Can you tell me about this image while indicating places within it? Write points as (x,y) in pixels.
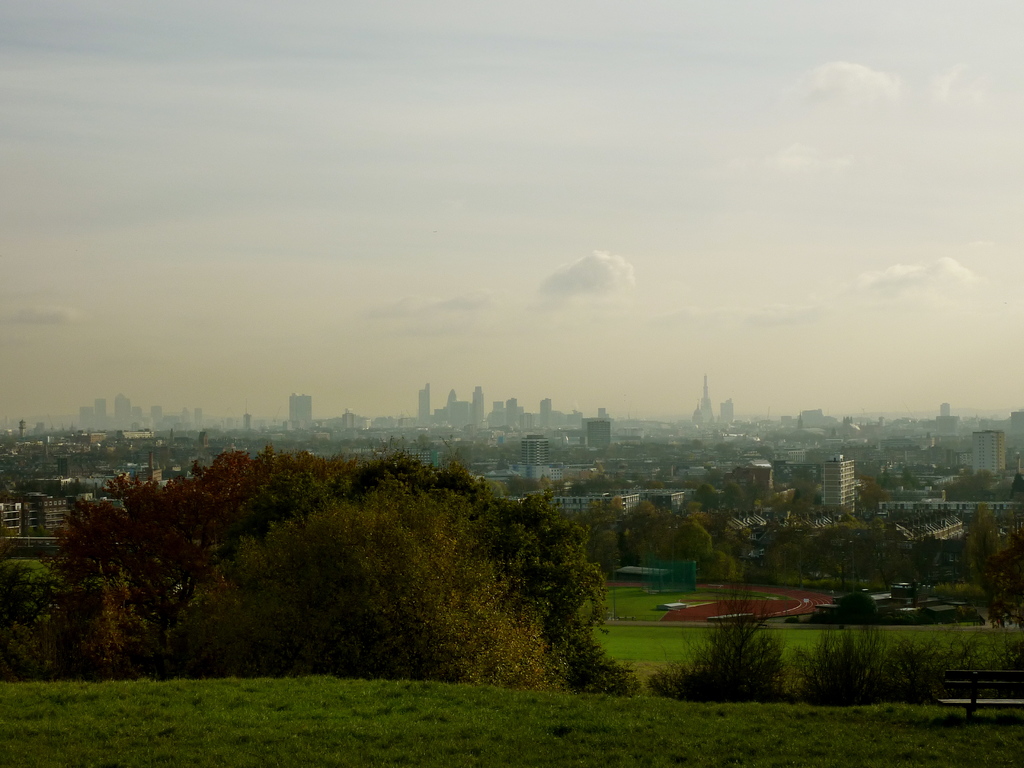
In this image I can see many trees (477,634) on the ground (700,646). To the right (969,716) I can see the bench (959,700). In the background (653,464) there are many buildings (525,457). I can also see the clouds (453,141) and the sky (473,97) in the back (309,284).
